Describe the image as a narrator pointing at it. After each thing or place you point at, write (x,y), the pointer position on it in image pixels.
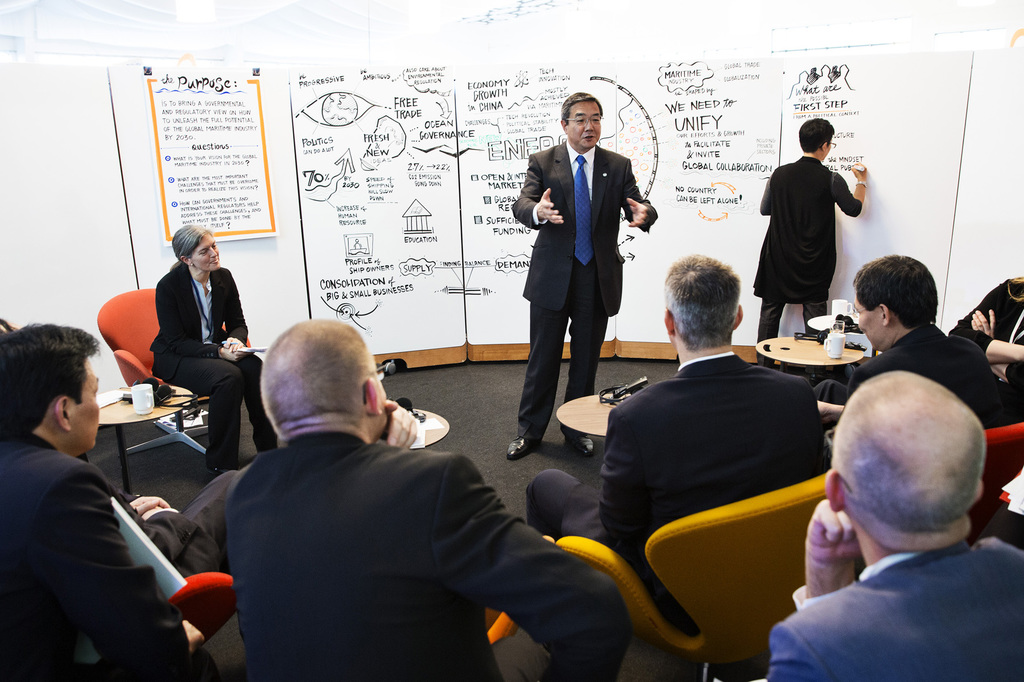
In this image there are two people (859,204) standing, one is explaining and the other one is writing on the paper (461,161) which is attached to the wooden wall (464,353), in front of them, they are a few people (312,544) sitting on their chairs (774,504) and there are tables (782,352) with some objects (138,403) on top of it.
